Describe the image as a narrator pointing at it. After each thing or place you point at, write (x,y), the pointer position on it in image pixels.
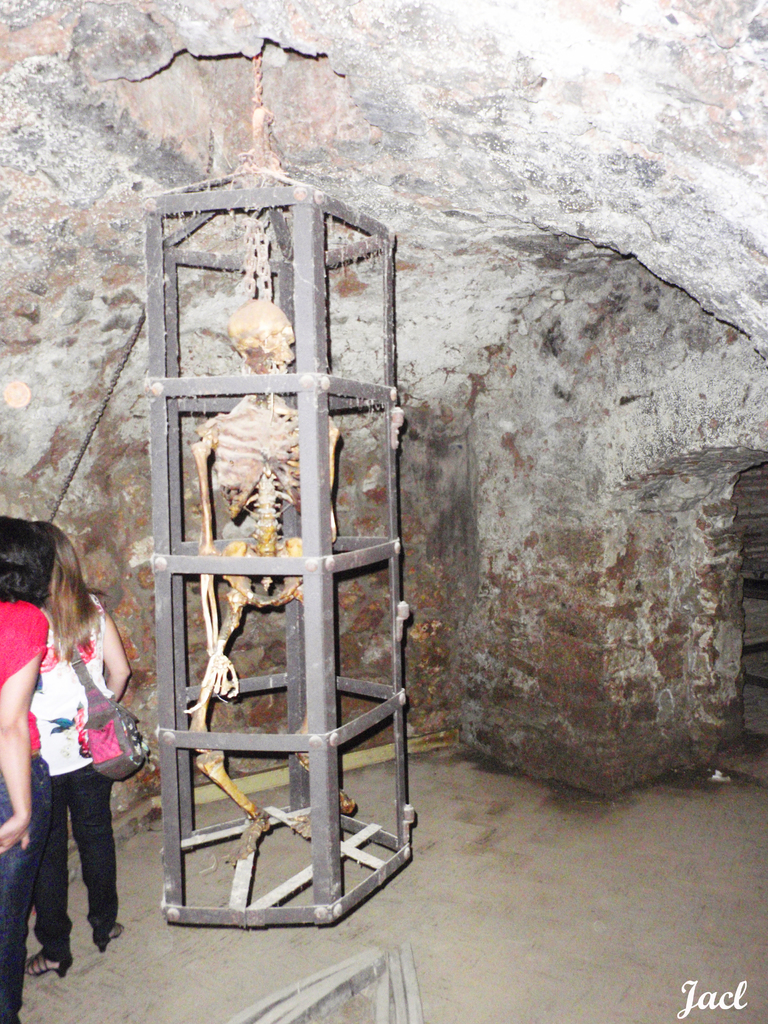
On the left side (71,604), there are two persons (43,662). Beside them, there is a skeleton (296,822) in a cage (152,302) which is attached to the roof (262,67). In the bottom right (730,992), there is a watermark (699,1011). In the background (465,412), there is wall (429,268).
